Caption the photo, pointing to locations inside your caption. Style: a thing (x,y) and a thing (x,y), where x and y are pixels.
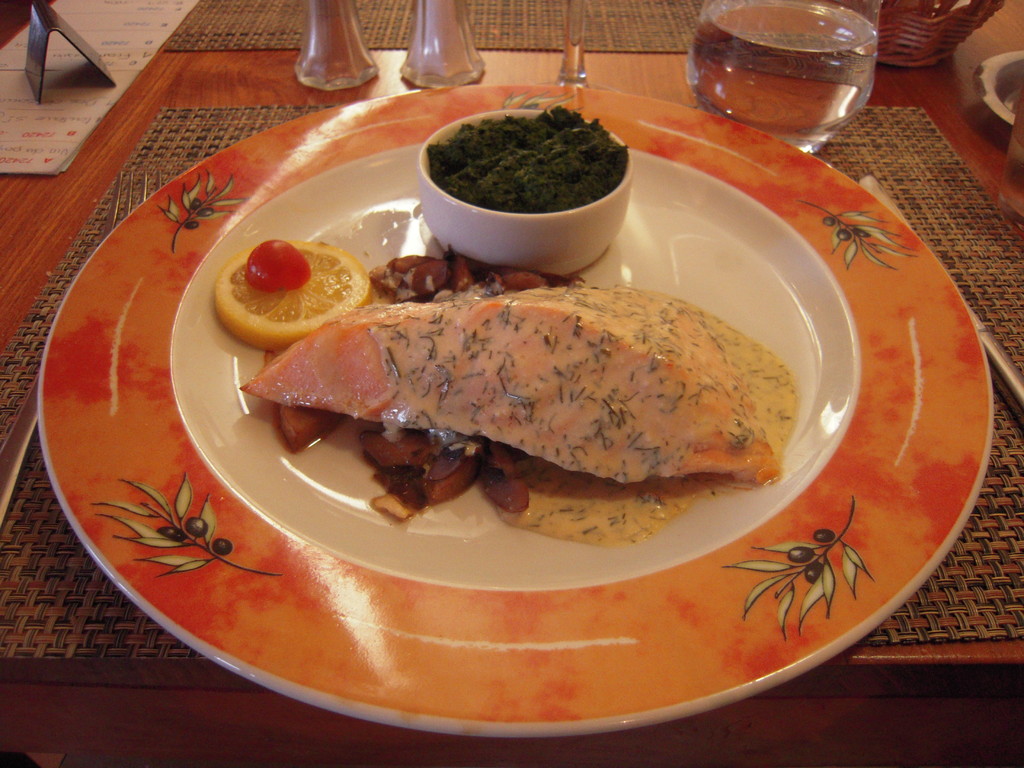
In this image I can see a plate (731,297), a cup (469,241) and in the plate (394,207) I can see different types of food (438,329). I can also see green colour thing (525,202) in the cup (598,200). On the right side (878,190) I can see a knife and on the left side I can see a fork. On the top side of this image (582,2) I can see a glass (839,79), a basket (883,12) and few other stuffs (336,12). On the top left side of this image (138,5) I can see a white colour paper (19,83) and on it I can see something is written.
